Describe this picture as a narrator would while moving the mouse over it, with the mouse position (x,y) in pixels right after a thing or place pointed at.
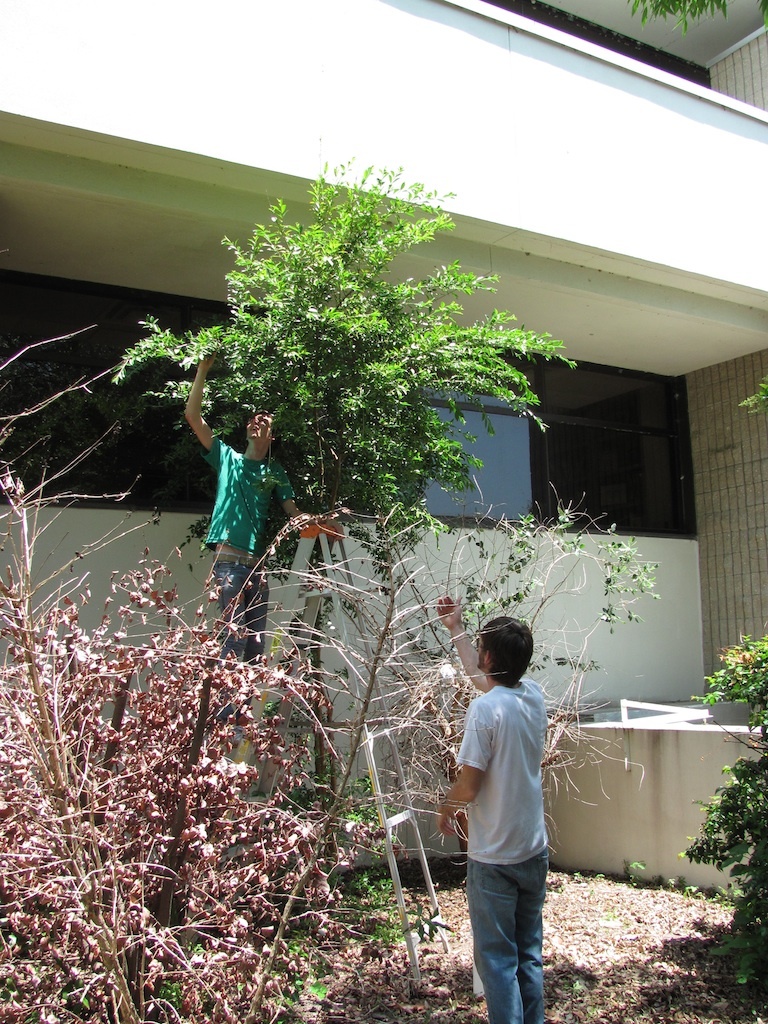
In this image we can see two persons (241,489), there are some plants (144,722), ladder (312,635) and a building (571,643), also we can see some leaves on the ground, also we can see the wall (607,657).
